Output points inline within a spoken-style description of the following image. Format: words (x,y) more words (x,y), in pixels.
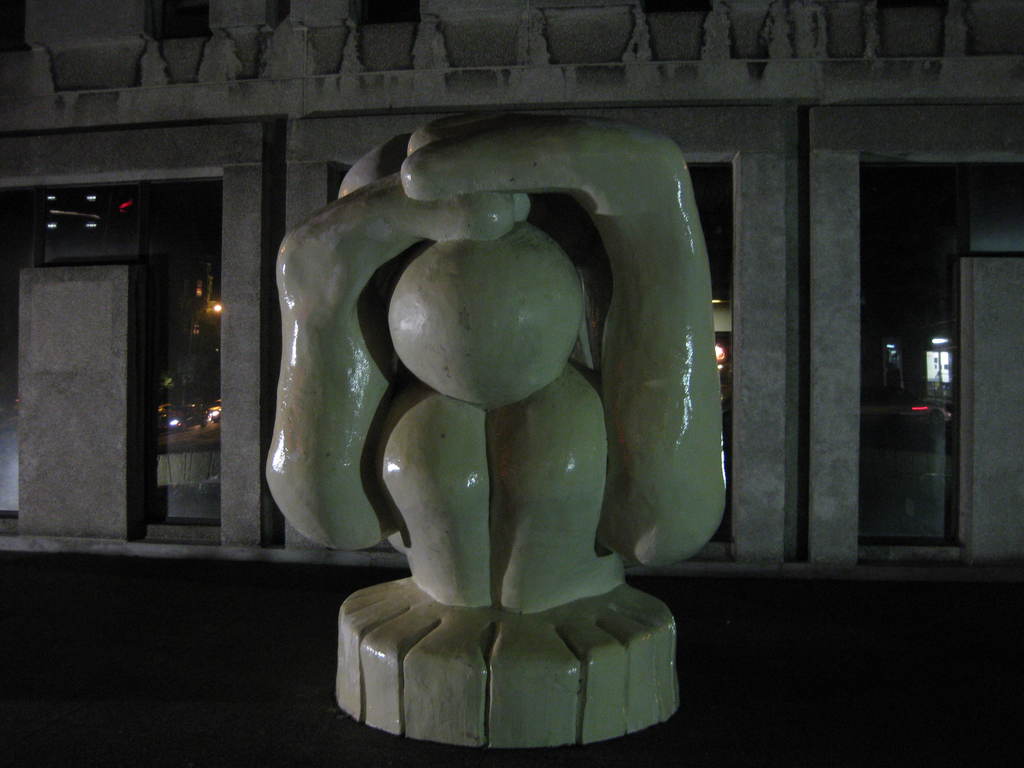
In this image in the front (480,409) there is an object (500,419) which is white in colour. In the background (399,118) there is a building (797,104) and there are glasses (217,335), behind the glasses (891,395) there are lights (935,360).
